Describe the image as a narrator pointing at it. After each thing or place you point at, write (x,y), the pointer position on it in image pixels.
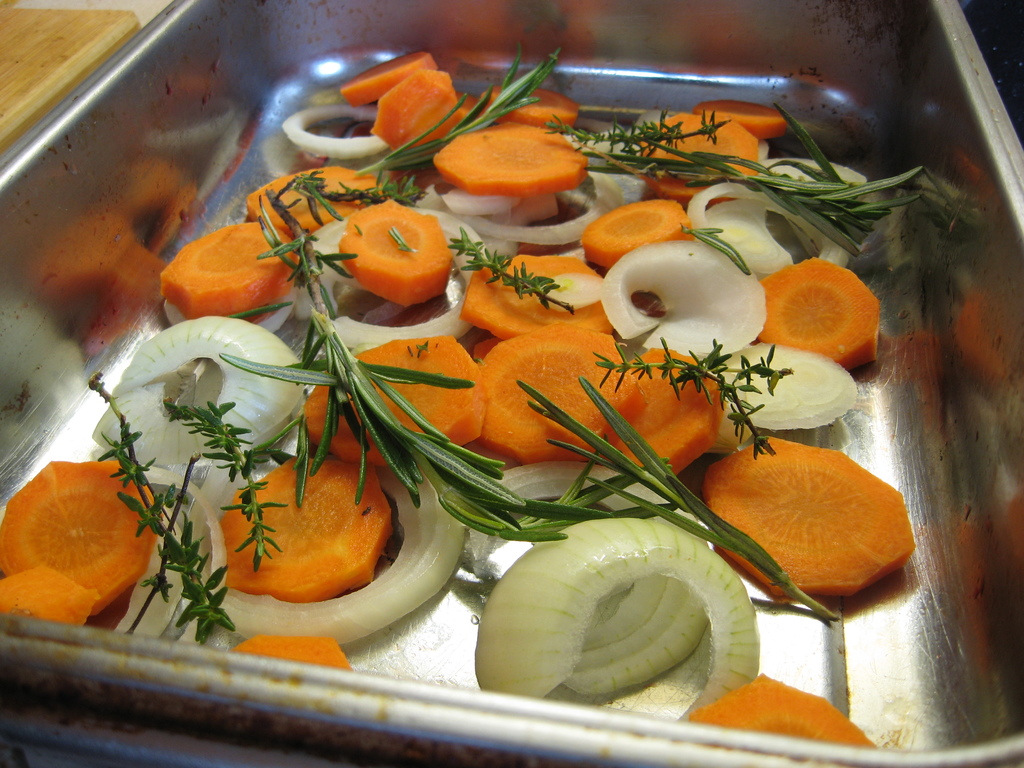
In this image there are slices of carrot (481,382), onion (754,305) and herbs (258,368) in a tray (200,139).
